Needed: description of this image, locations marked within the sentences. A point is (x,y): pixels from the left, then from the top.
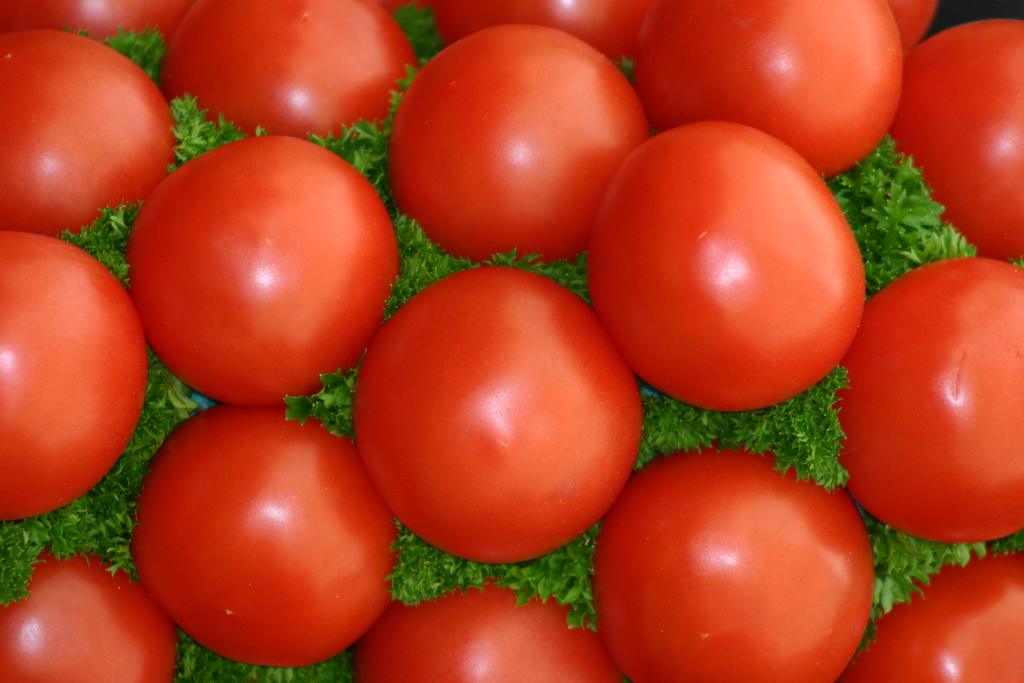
The picture consists of tomatoes (542,301) and leaves (336,408).
